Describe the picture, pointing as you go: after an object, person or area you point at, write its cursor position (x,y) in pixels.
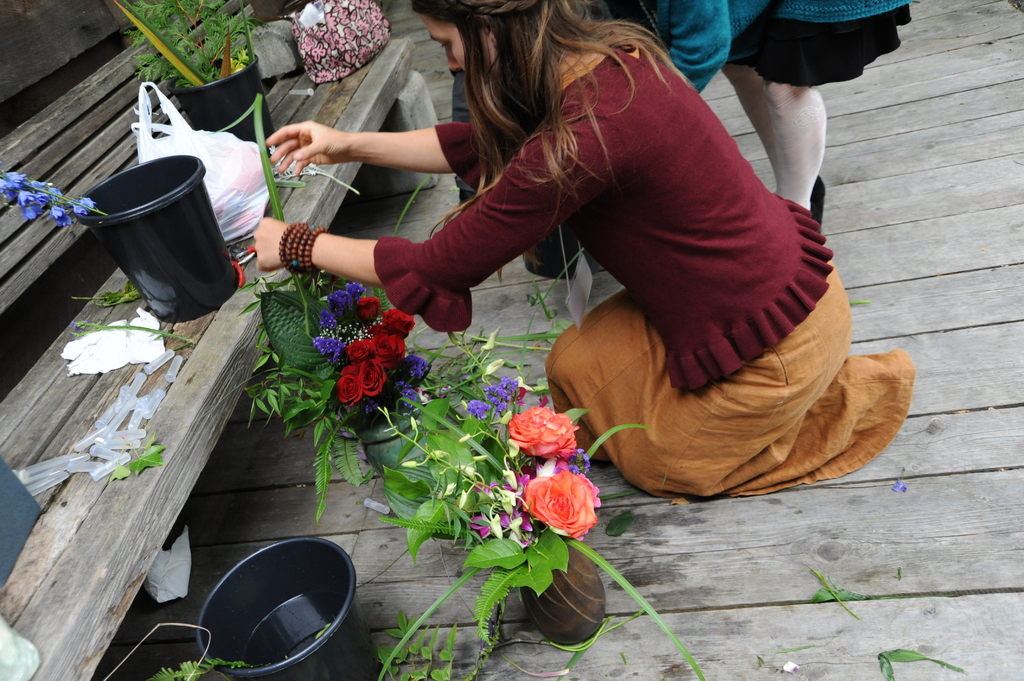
In the center of the image (631,236) there is a woman (502,148) sitting at the house plants (305,362). On the left side of the image (331,14) we can see house plants (263,102) and handbag (322,50) placed on the bench (180,346). In the background (763,39) we can see persons legs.
